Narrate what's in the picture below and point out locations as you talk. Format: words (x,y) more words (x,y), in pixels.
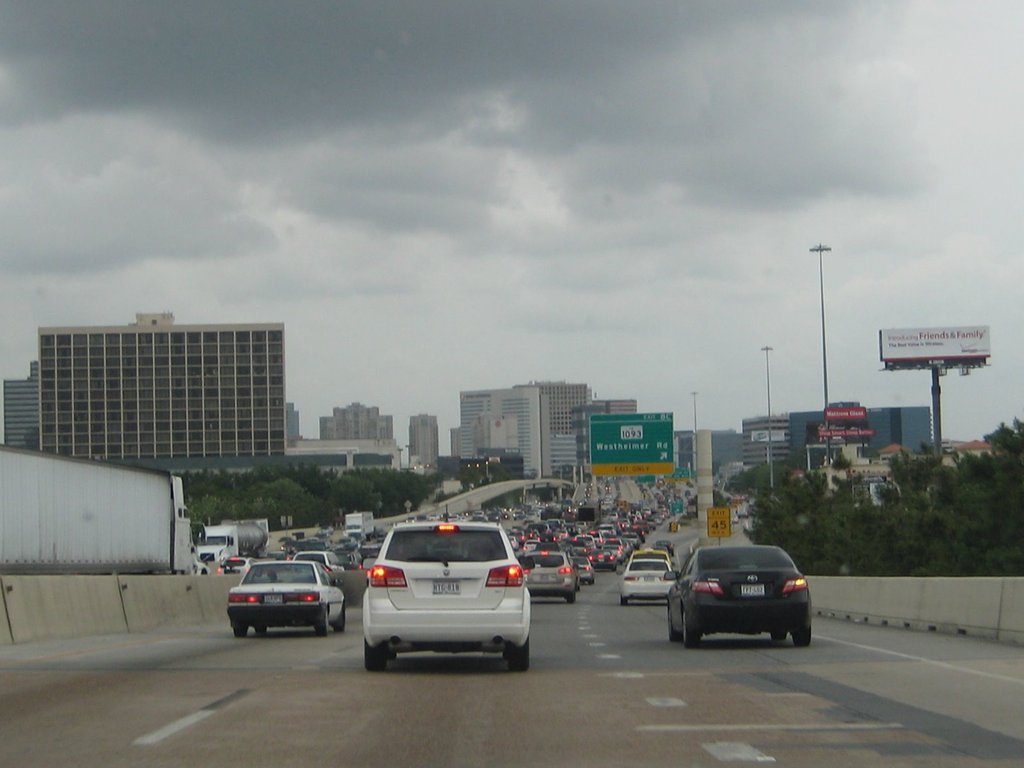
In this picture I can see few cars (417,587) and vehicles (229,567) on the bridge (381,523) and I can see few boards (925,355) with some text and I can see buildings (504,422), trees (980,548), few pole lights (826,391) and a cloudy sky (758,357).
